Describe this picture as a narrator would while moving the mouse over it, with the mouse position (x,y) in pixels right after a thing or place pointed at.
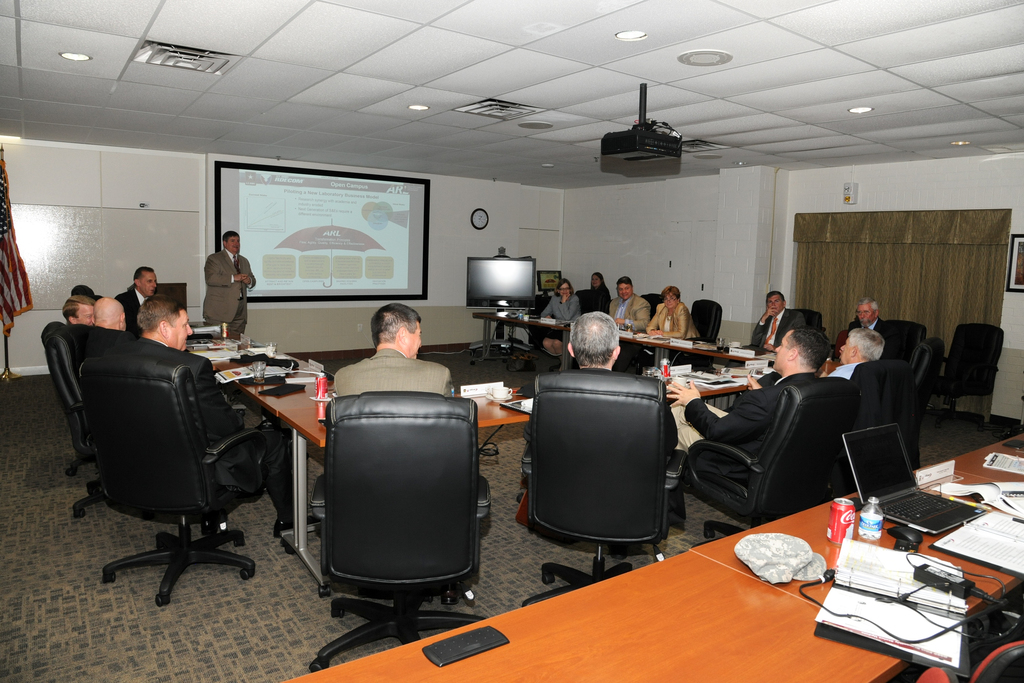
In this image i can see number of people (380,370) sitting on chairs (841,416) around the table (297,407), On the table (287,397) i can see few tins (665,365), few papers (705,376) and few books (238,347). I can see a table (562,635) on which there is a mobile (478,639), few books (865,613), few wires (878,625), a laptop (901,516), a bottle (867,517) and a tin (846,535). In the background (251,258) i can see a person (219,267) standing, a flag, the wall (89,224), a screen (280,240), a clock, a television (493,267), a projector (613,146), a curtain (825,231) and the photo frame (1018,290) attached to the wall (1018,224).
